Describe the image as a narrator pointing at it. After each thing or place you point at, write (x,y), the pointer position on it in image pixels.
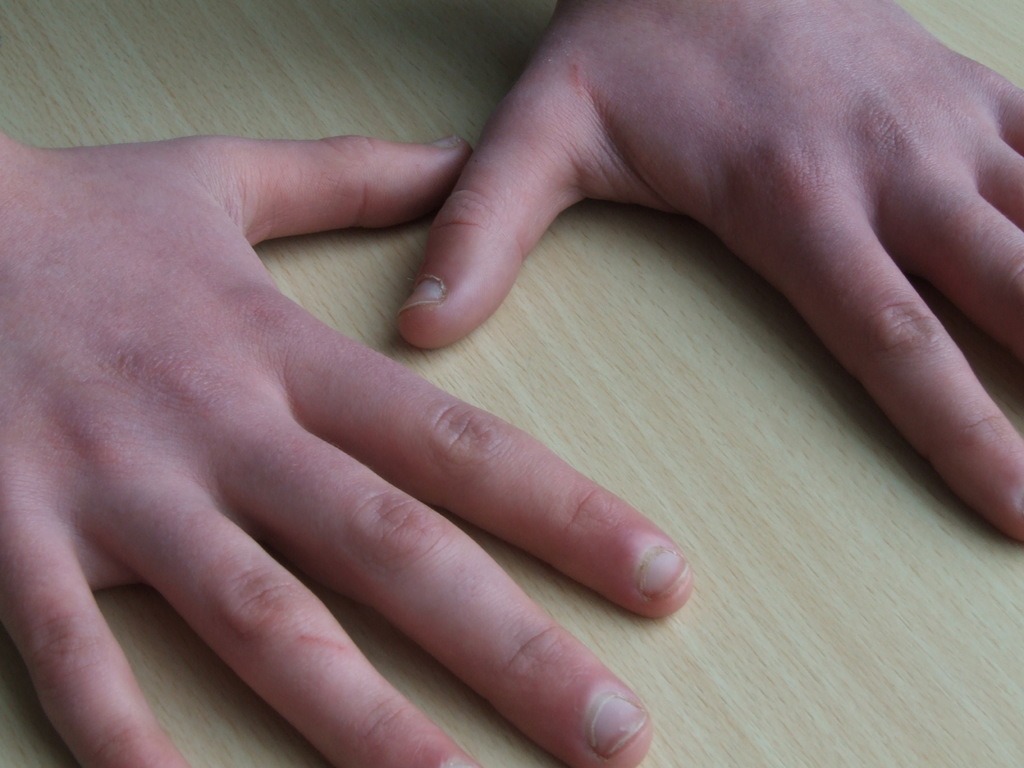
In this picture we can see a close view on the boys hands (590,112) on the wooden table top (189,754).
